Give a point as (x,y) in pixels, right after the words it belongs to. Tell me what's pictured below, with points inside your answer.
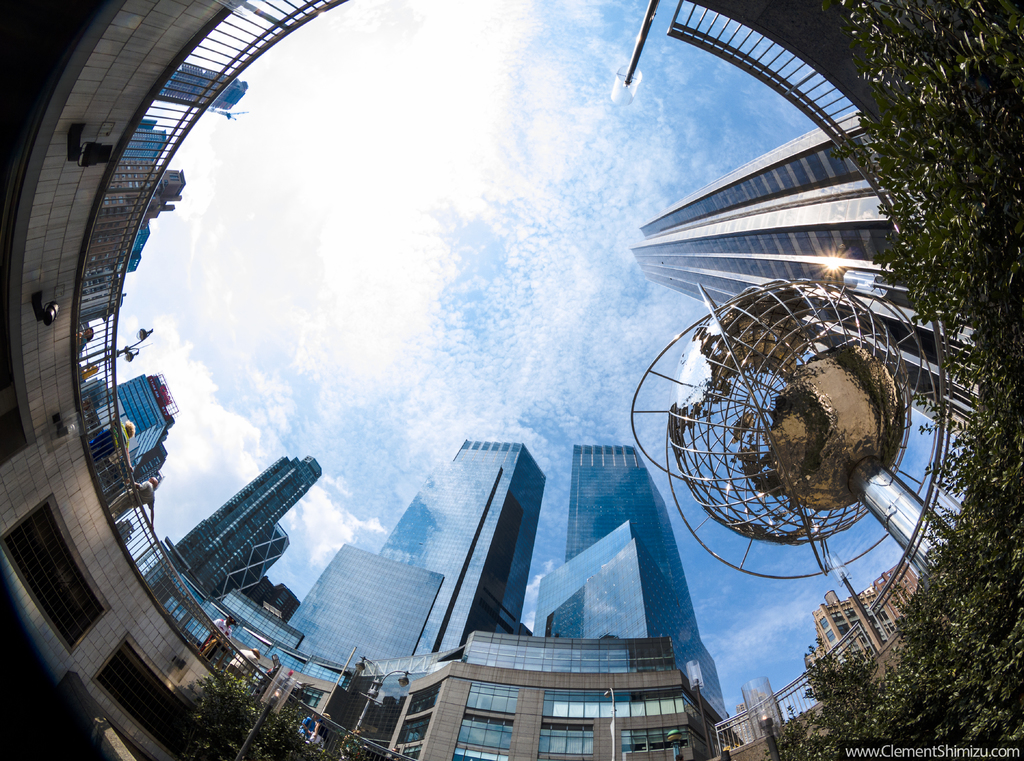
In this image we can see buildings (326,573), skyscrapers (456,509), trees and sky (390,352) with clouds (401,403).
